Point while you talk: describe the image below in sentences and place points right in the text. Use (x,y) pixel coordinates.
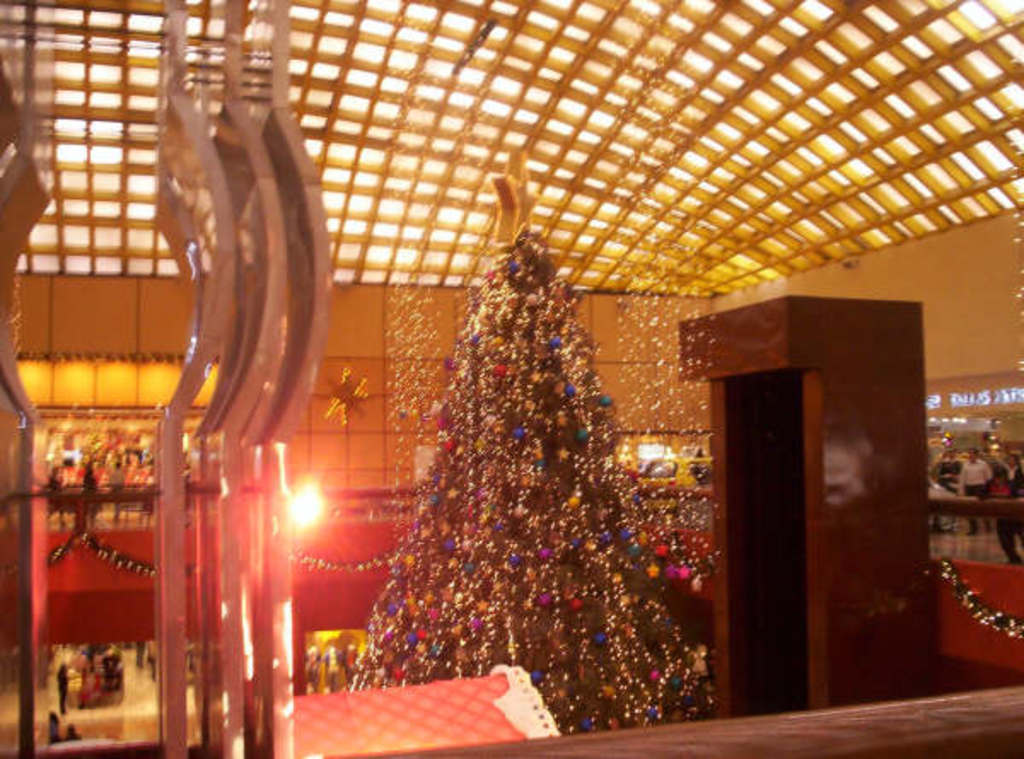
In the middle of the image (505,476) we can see a christmas tree (493,511), in the background (422,407) we can find few lights (361,563), vehicles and group of people (979,464).
